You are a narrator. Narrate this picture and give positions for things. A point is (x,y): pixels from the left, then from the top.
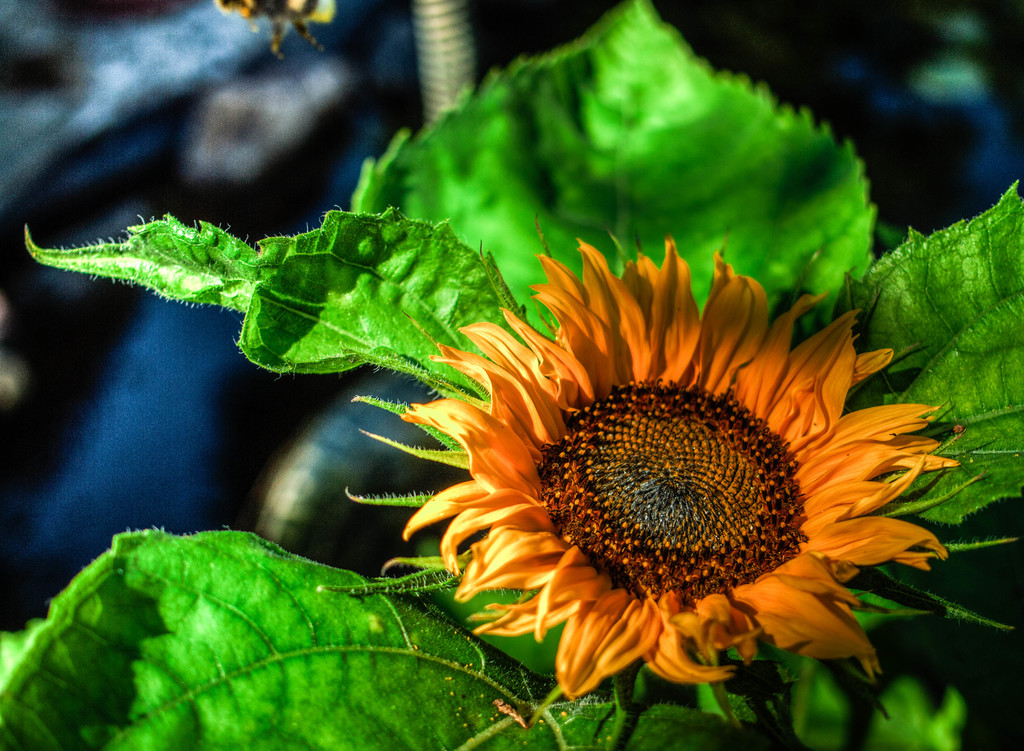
In this picture we can see a flower (573,553) and leaves (472,261) in the front (495,359), there is a blurry background (293,131).
